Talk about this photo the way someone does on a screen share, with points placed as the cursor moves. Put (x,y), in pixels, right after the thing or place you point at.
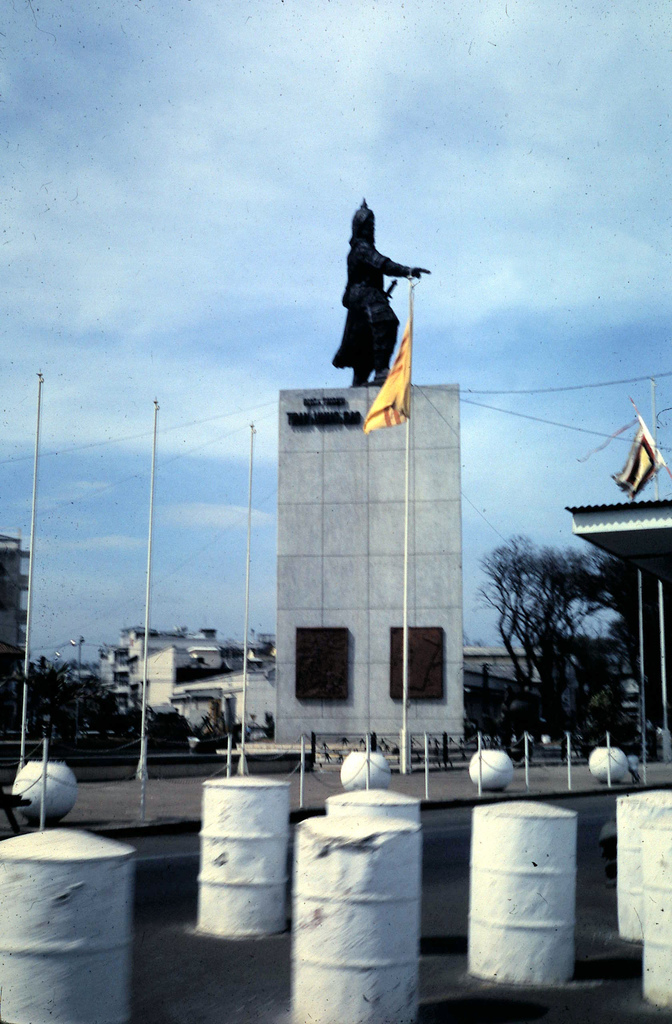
In this image I can see few drums (385,926) in white color, background (126,718) I can see few poles (142,708), flags (402,393) in yellow and black color and I can also see few trees (80,722), buildings (178,641) and a statue (347,362) in black color and the sky (249,378) is in blue and white color.
